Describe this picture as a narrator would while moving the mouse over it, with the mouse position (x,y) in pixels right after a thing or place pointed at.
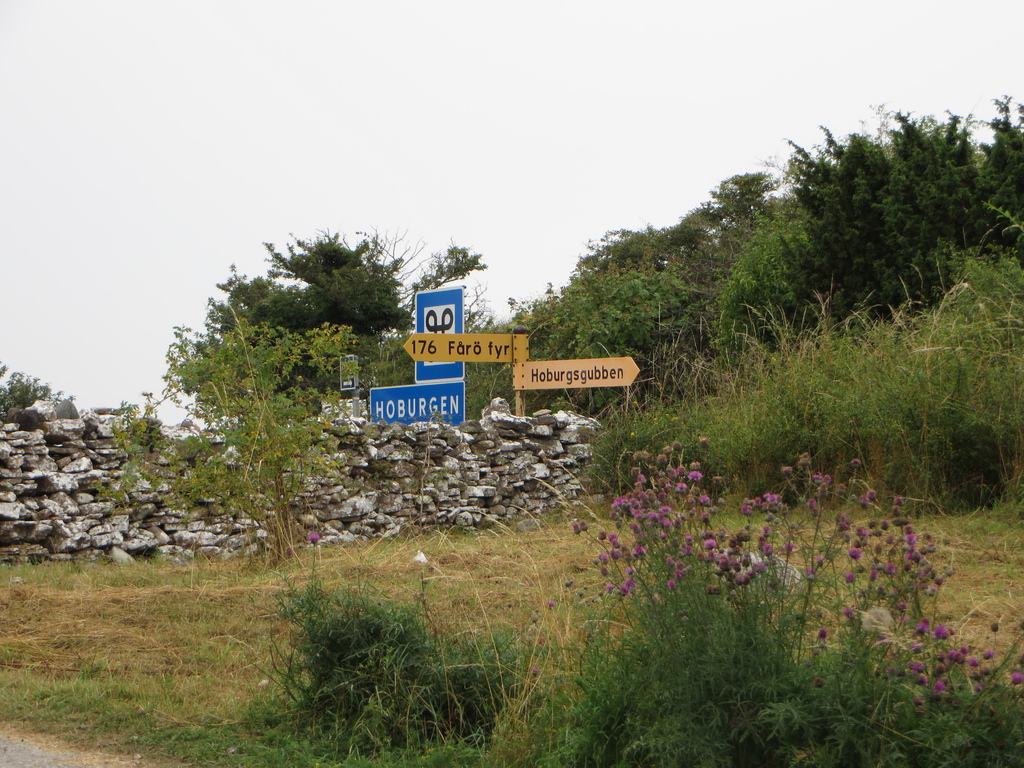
In this picture there are sign boards (433,291) and pebbles (91,418) in the center of the image (401,455) and there is greenery (573,300) in the image.
